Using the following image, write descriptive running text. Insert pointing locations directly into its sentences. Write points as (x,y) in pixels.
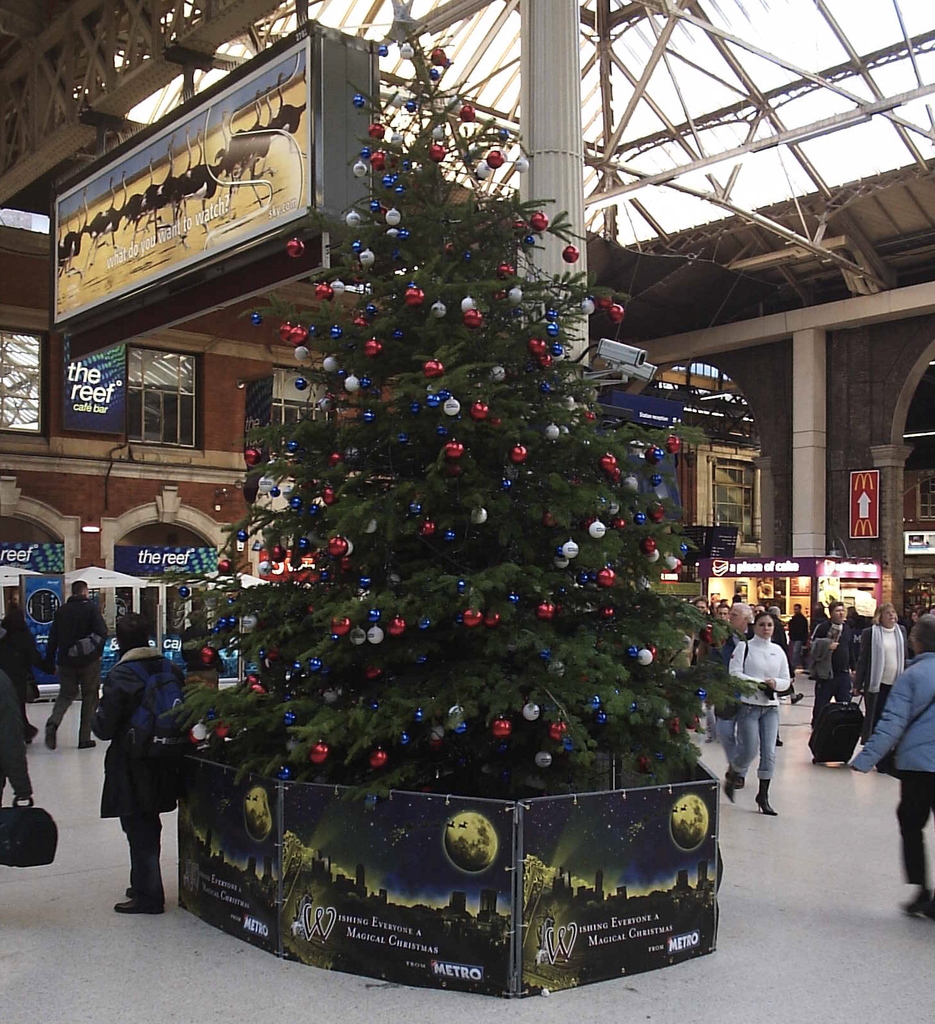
This is tree (463,578), there is building (758,500) with the windows (726,511), here people (883,677) are standing and walking.
